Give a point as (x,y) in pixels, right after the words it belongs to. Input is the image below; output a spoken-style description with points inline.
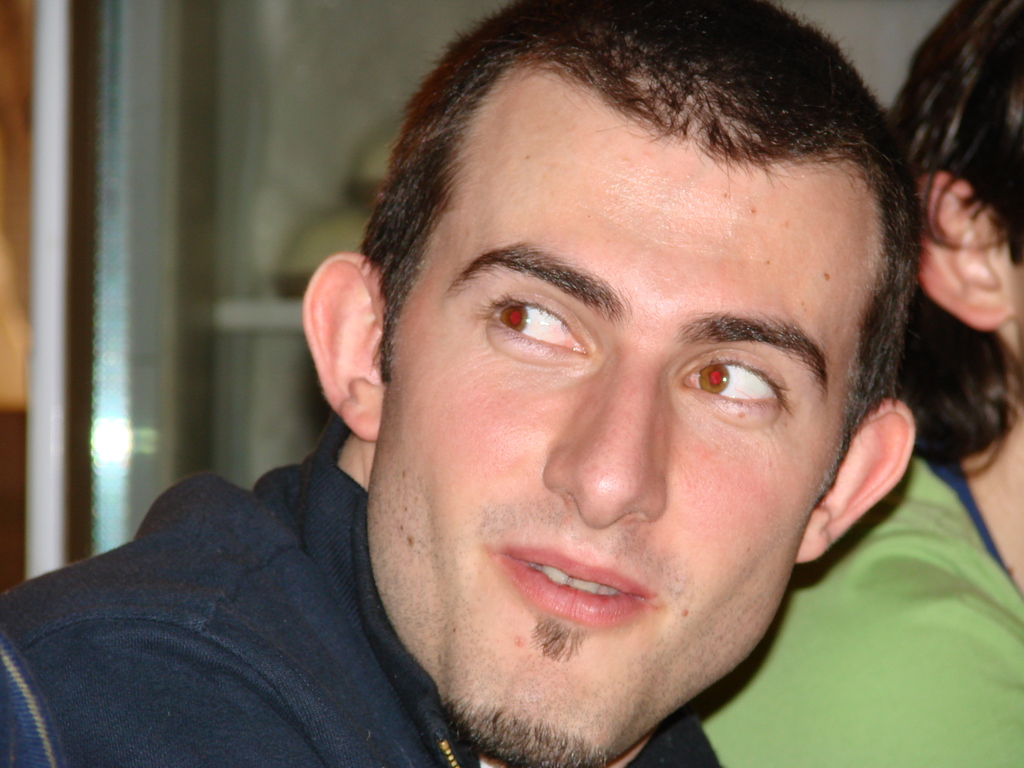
In this picture we can see two persons (942,563), a man (516,677) in the front (516,677) is looking at something, there is a blurry background (139,164).
